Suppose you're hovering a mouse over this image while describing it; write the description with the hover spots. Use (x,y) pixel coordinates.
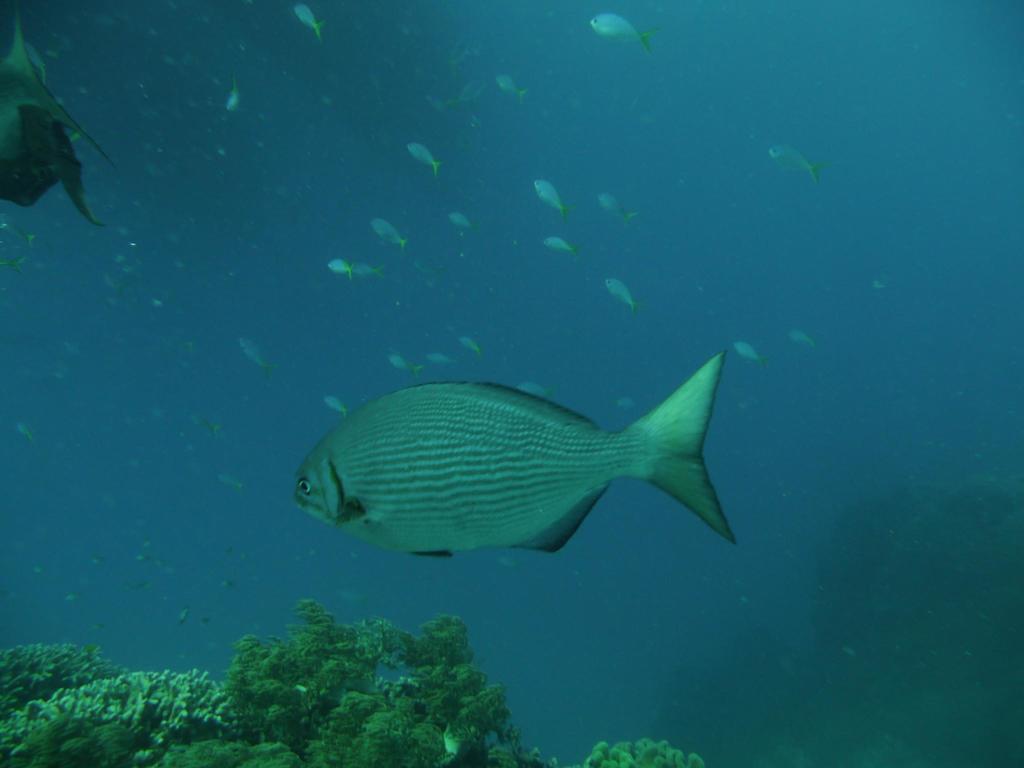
This picture shows bunch of fishes (346,493) in the water (764,347) and we see a marine plant (375,631).
